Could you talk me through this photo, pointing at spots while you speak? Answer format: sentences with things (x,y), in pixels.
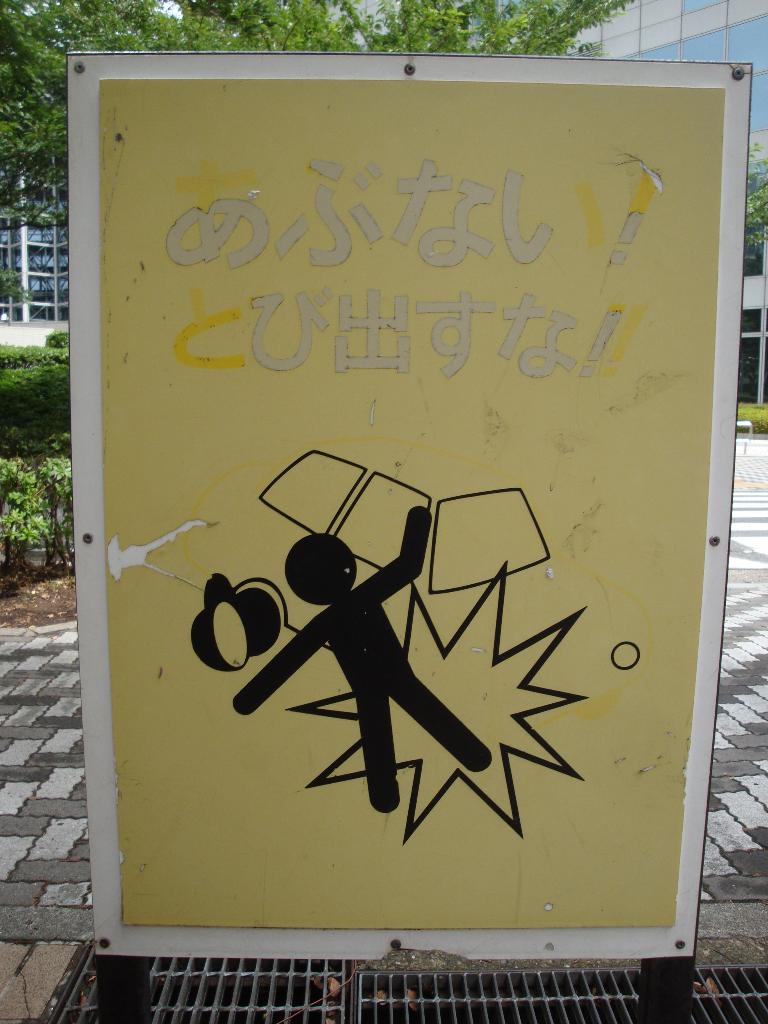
In this picture there is a board (382,493) which has a painting (436,632) on it and there is something written above it and there is a building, trees (279,20) and plants (57,338) in the background (39,431).
